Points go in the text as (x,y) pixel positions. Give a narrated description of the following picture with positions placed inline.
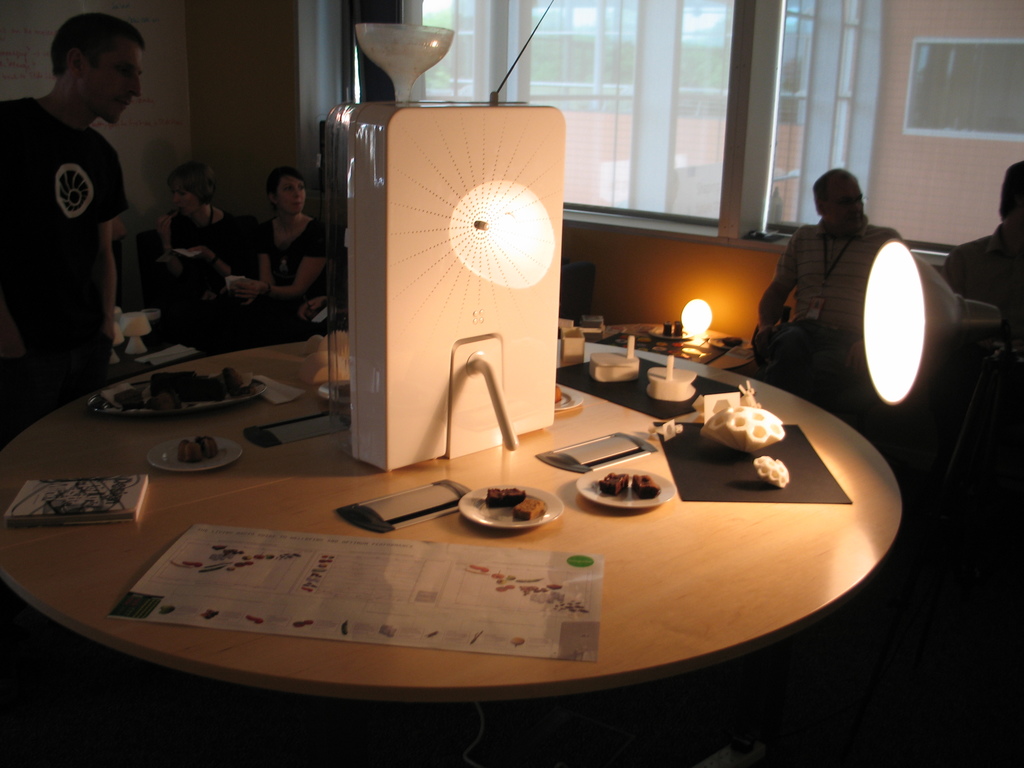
In the image we can see there is a table (618,679) on which there is a sheet of paper (406,566) kept and in plate (487,514) there are food items (540,500) and on the other side there are people (203,258) who are sitting and a man (28,262) is standing over here. There is a lamp (935,318) attached to the table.
